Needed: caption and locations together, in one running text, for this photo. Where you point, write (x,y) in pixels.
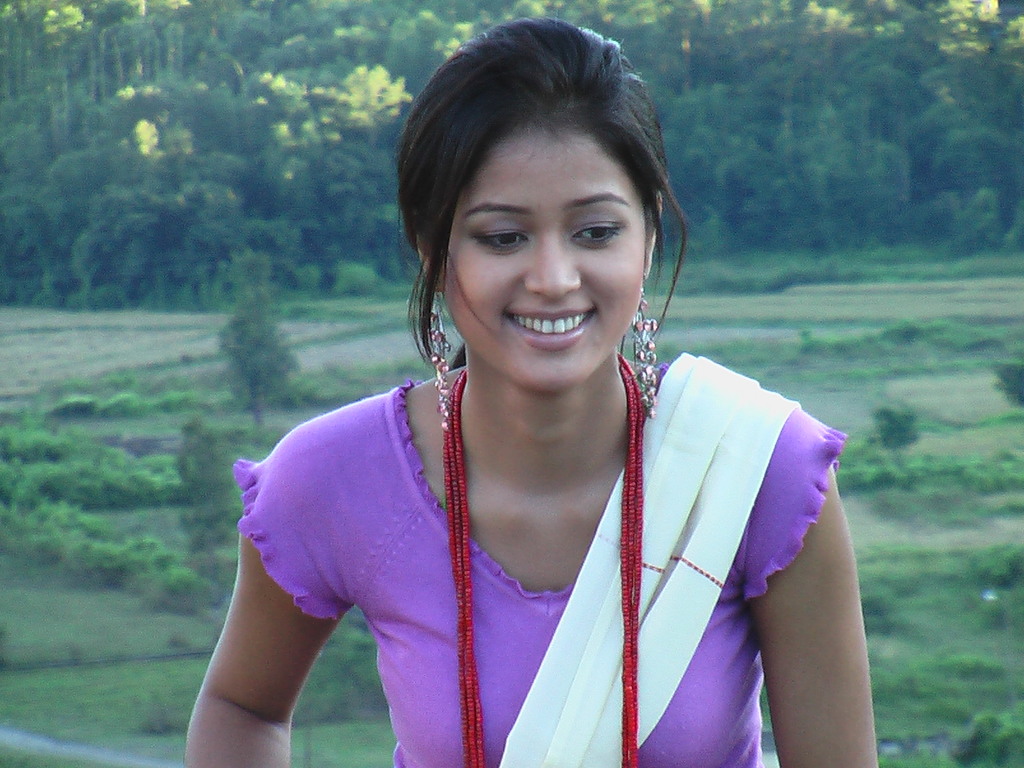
In this image we can see the woman (636,454), beside that we can see the grass (189,401), plants (252,328) and trees (897,95).
